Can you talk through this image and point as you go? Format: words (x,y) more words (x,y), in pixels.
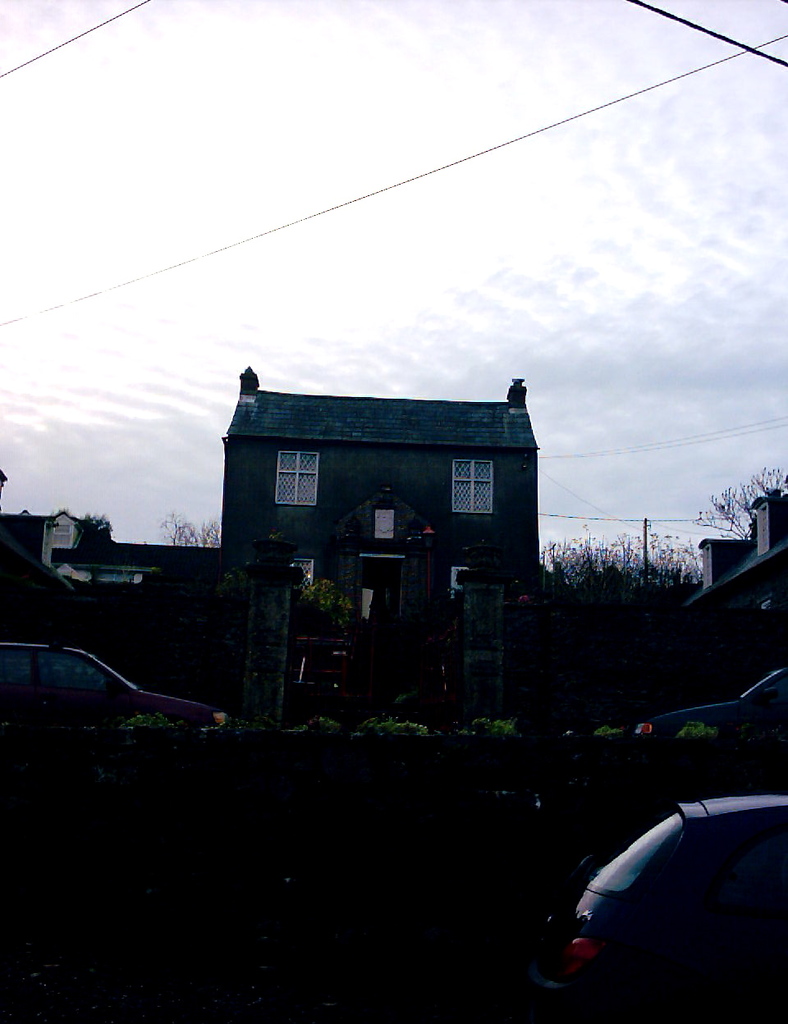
In this image, we can see a building (464,425). There is a car (93,668) on the left (77,665) and on the bottom right of the image (685,889). There is a sky (547,225) at the top of the image (401,182).
